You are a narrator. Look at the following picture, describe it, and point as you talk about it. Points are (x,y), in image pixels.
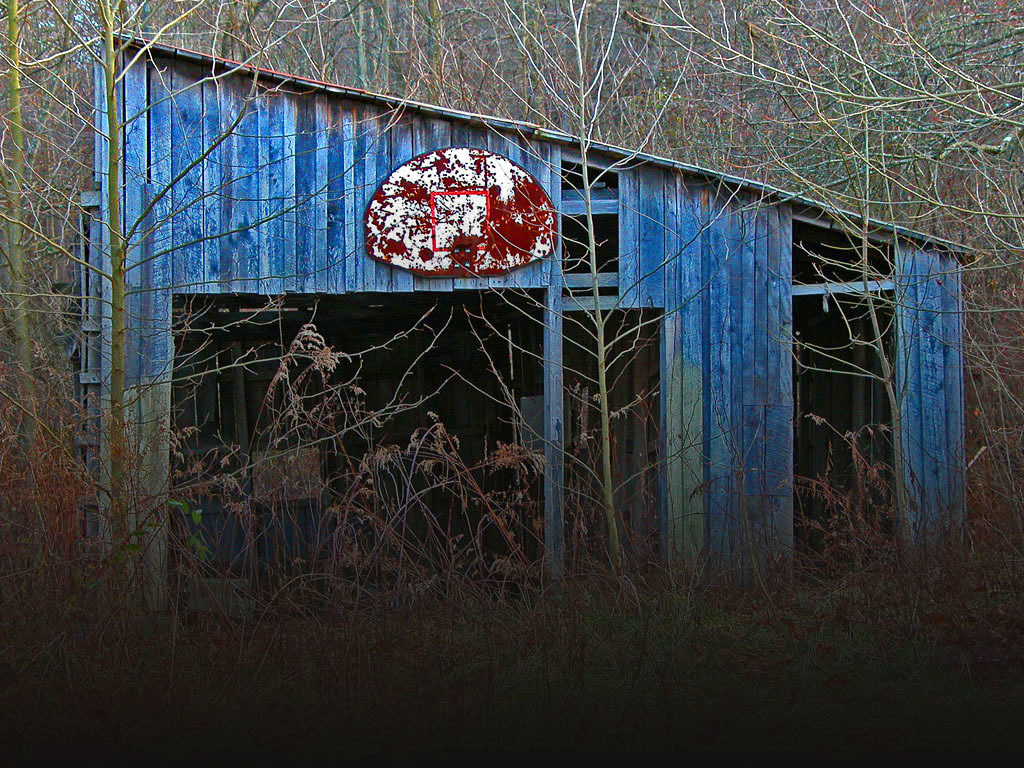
This picture is clicked outside the city. In the center (490,302) there is a blue color cabin (549,260) and in the background (700,145) we can see the trees (968,30) and plants (969,621).
